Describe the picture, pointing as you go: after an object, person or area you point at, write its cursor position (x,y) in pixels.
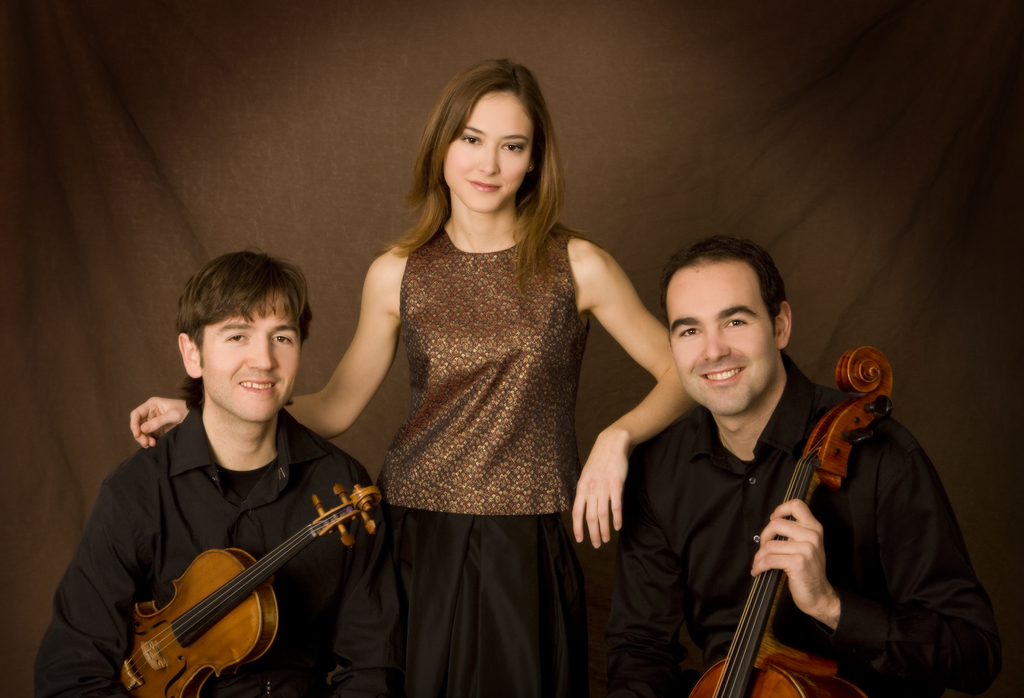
In this picture we can see a woman (493,339) and two men (731,331) in the middle (414,366). The men (238,364) are holding instruments (823,678) with their hands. On the background (860,71) there is a cloth (820,119).
